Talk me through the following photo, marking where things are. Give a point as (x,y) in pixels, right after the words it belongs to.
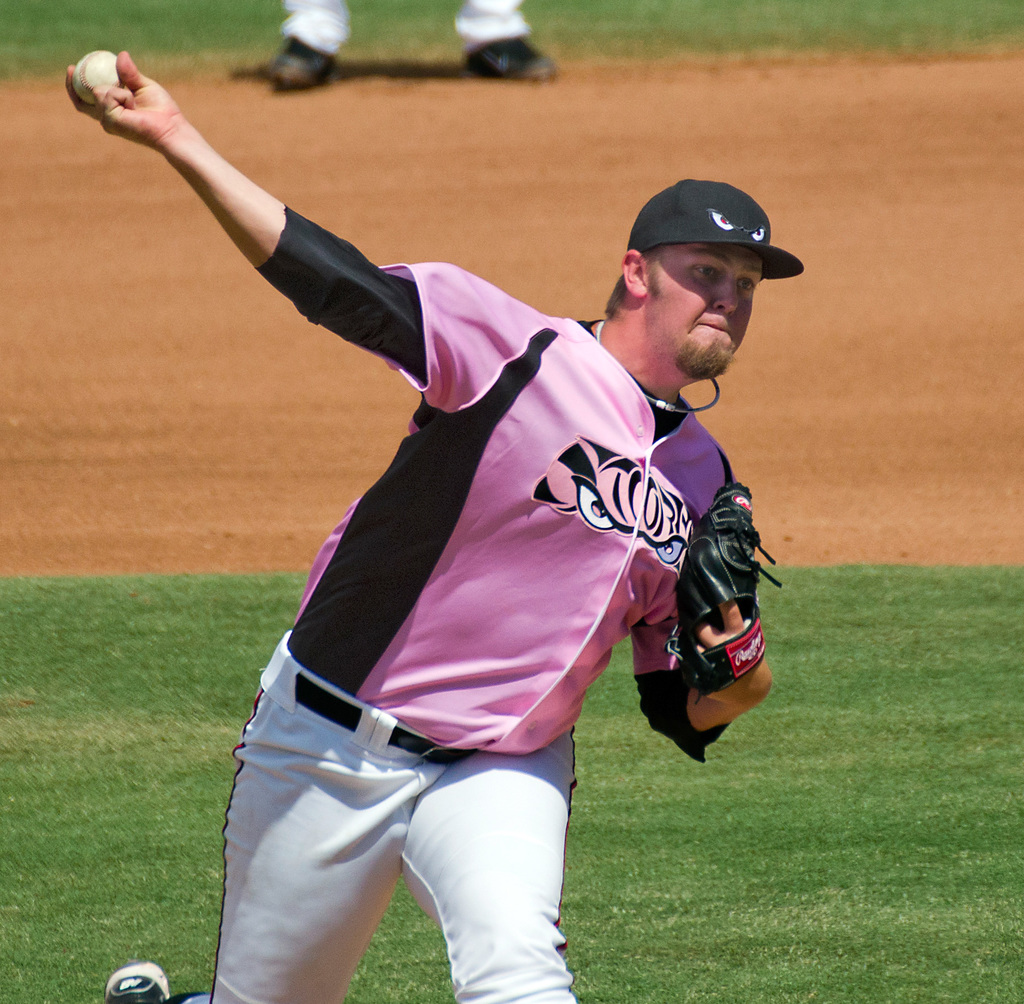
In this image, we can see a person (570,386) wearing a glove (687,607) and holding a ball (105,60) with his hand (137,108).
